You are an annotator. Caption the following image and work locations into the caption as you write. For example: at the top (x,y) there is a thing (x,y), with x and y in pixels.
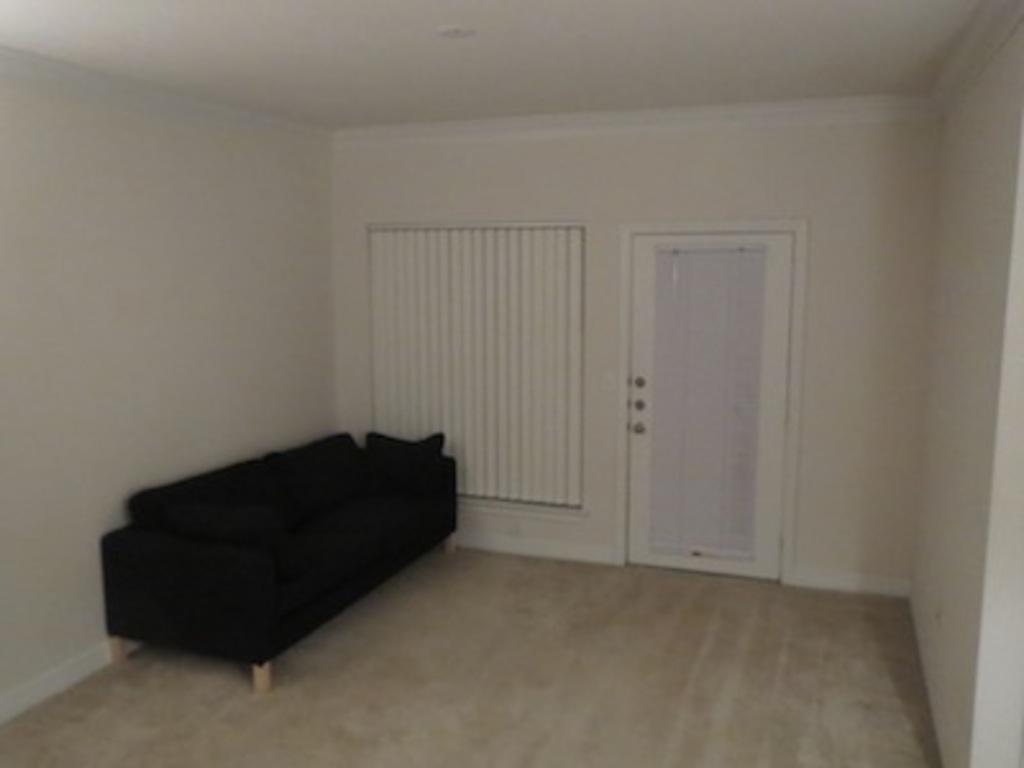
A sofa (169,508) is at a corner (334,432) in a room (438,355). The color of the sofa (355,481) is black. There is a door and a window (522,322).
